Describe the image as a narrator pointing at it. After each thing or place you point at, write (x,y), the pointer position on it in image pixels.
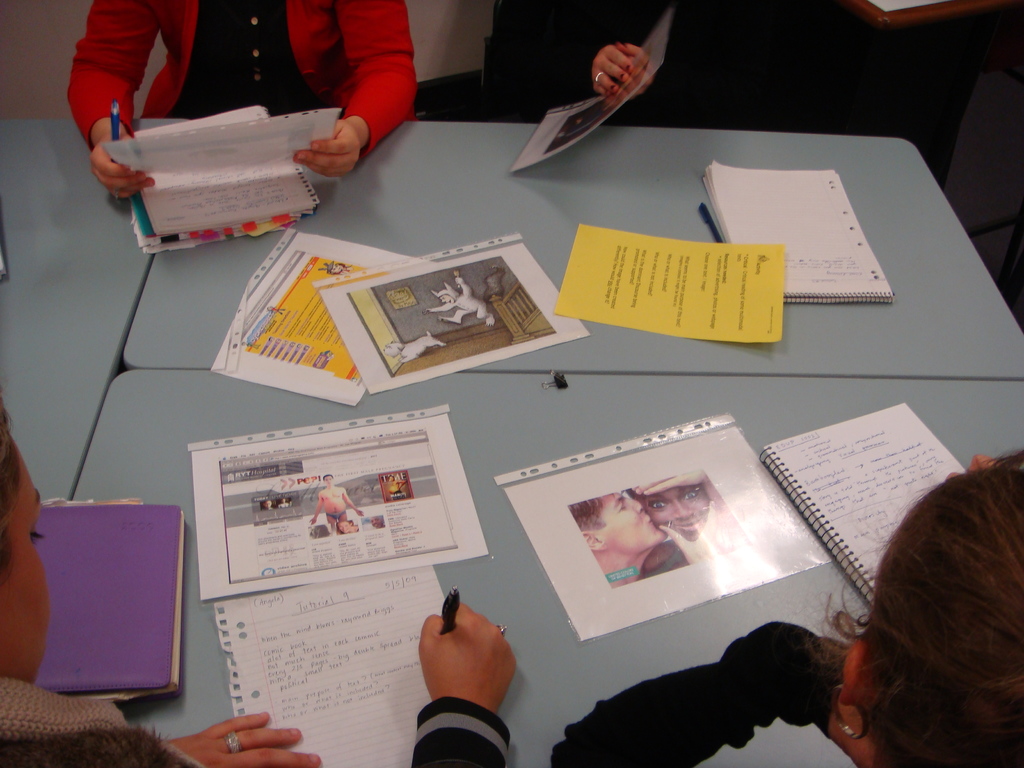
In this image, I can see the hands (434,634) of four persons (449,646). There is a table (678,222) with papers (509,314), pen (446,627) and books (837,509) on it. At the top of the image (386,91), I can see two persons (326,68) holding papers (250,159). At the bottom left side of the image (142,746), I can see another person (277,741) writing on a paper (332,681).
